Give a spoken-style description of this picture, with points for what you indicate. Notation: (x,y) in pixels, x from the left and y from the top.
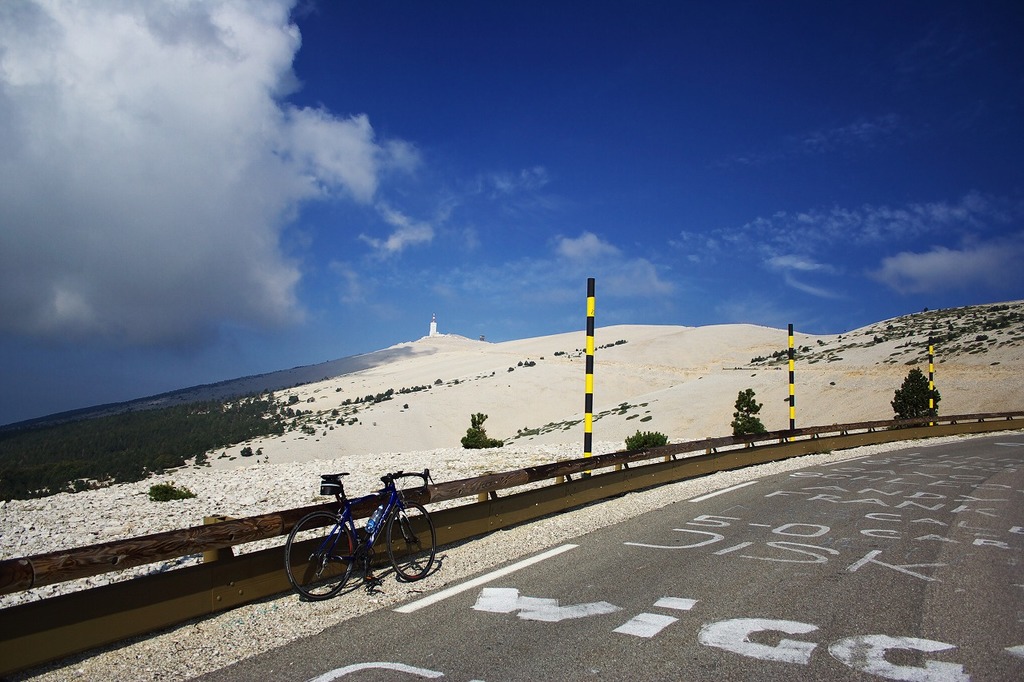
In the picture we can see a road (871,525) on the hill (481,373) with some white color stripes (980,546) on it and beside it, we can see a railing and a bicycle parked near it and behind the railing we can see some poles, and a white color sand surface (427,380) and some plants (321,412) on it and in the background (343,126) we can see a sky (374,164) with clouds (343,120).
